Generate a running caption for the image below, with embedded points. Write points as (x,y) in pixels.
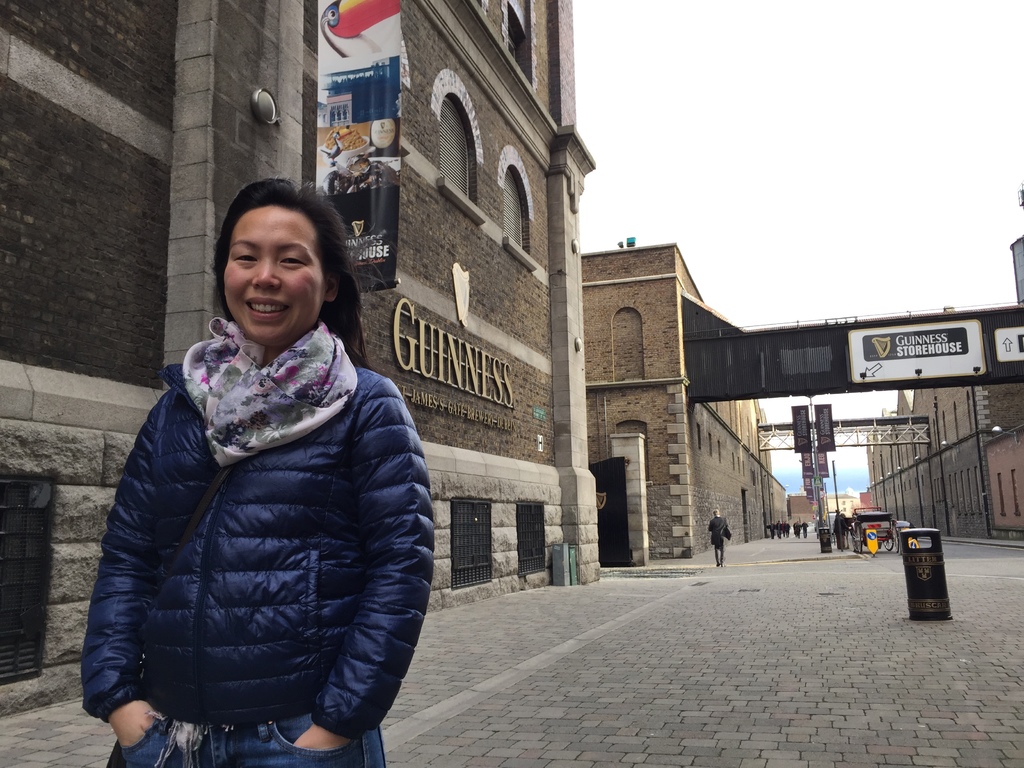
In this picture we can see a woman (213,571) standing on the ground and in the background (86,562) we can see buildings (76,551), persons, sky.
